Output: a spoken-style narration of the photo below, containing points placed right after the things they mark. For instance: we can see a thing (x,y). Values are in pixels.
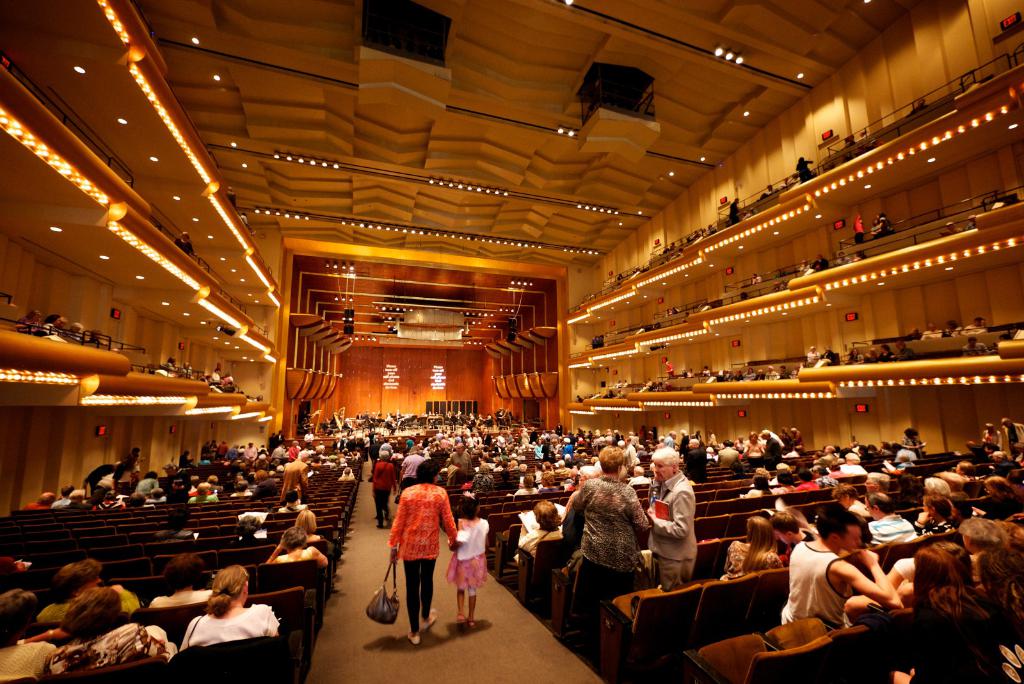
In this image I can see a crowd (509,445) is sitting on the chairs (271,568) and are standing on the floor (481,634). In the background (789,288) I can see a stage (463,313), fence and a rooftop (439,92) on which lights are mounted. This image is taken may be in a hall (651,306).
